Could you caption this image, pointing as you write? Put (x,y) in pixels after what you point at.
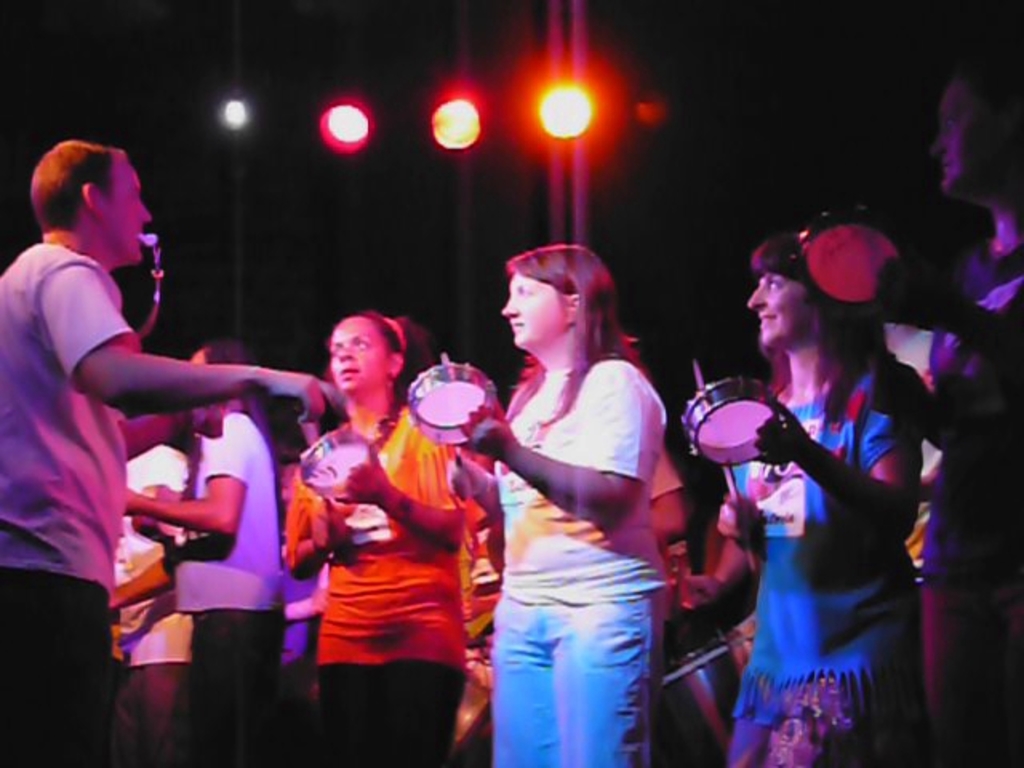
In this image there are group of persons (133,465) standing and holding musical instrument (432,369) in their hands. In the background (455,118) there are lights (364,113).
